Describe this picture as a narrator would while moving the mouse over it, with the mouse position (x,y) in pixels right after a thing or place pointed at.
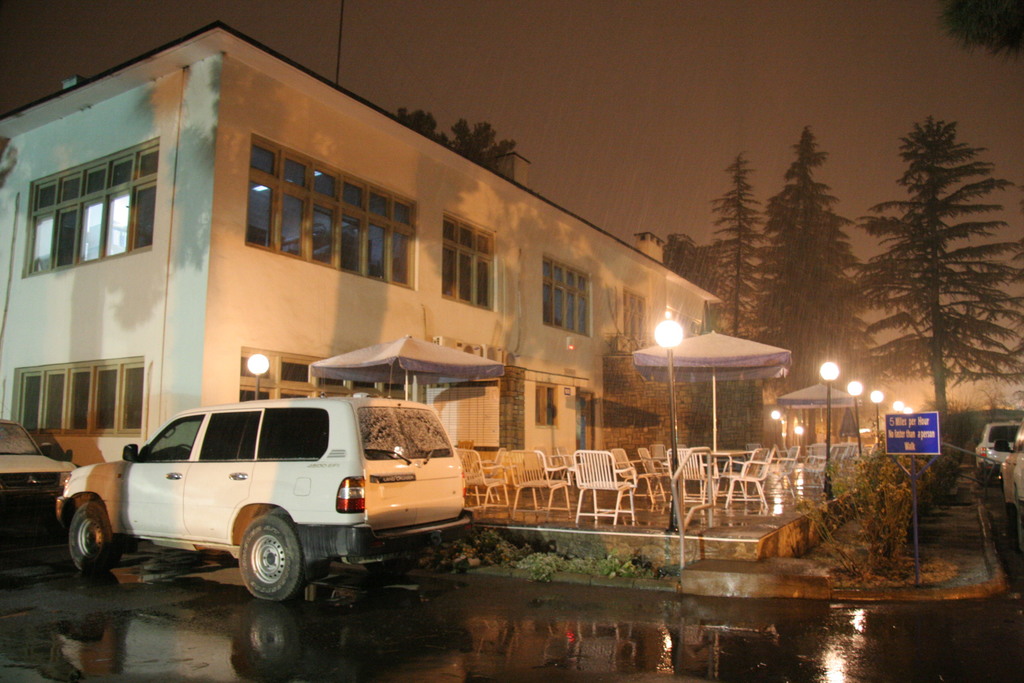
In front of the image there are vehicles (279,496) on the road (706,644). There are chairs (550,467), tents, light poles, boards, trees (981,359), plants (821,529) and a building (165,323). At the top of the image (754,38) there is sky (688,29).
